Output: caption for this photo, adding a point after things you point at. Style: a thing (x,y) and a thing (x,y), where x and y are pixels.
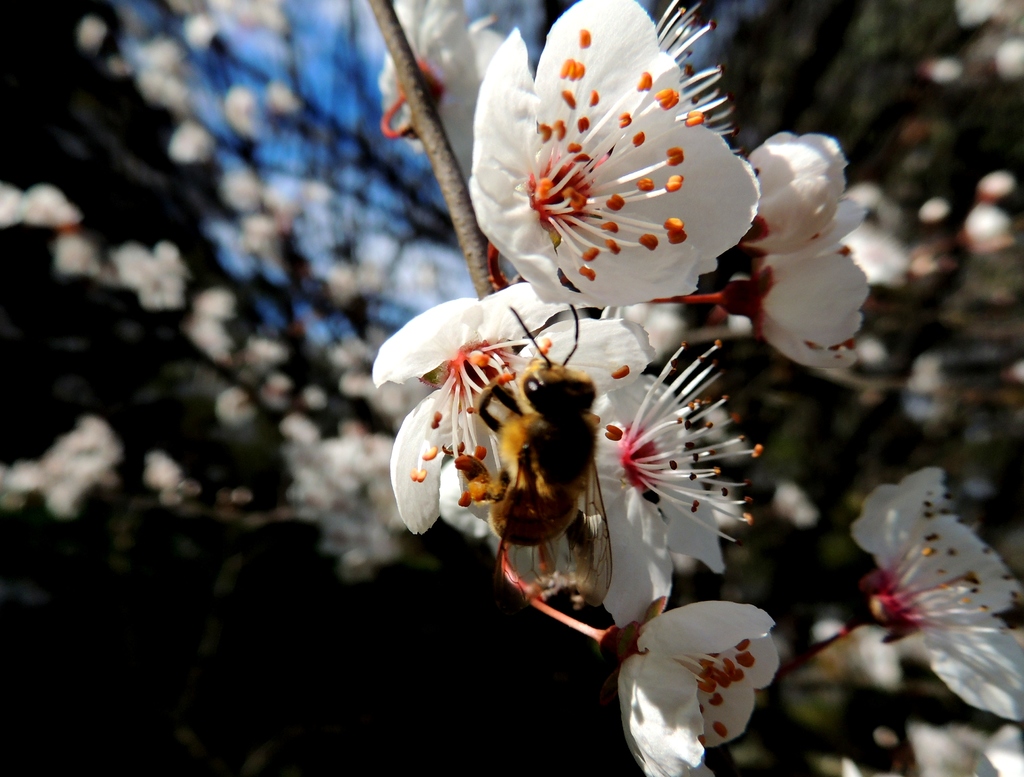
In this image, in the middle (559,447), we can see an insect (578,486) which is on the flower (632,509) and the flower (645,511) is in white color. In the background (253,287), we can see some flowers (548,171) and green color.
